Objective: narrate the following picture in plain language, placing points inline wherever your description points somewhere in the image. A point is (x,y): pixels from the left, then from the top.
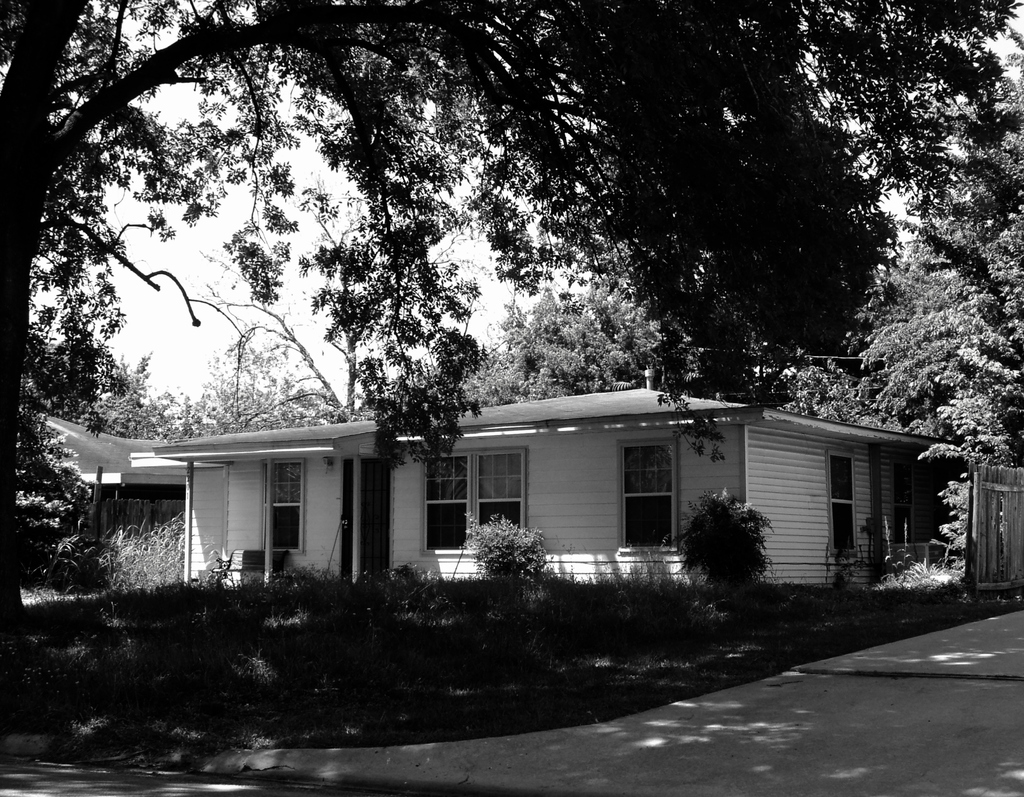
In this image I can see a building (775,506). I can see few plants (551,620) on the ground (439,677). I can see few trees (603,346). At the top (310,232) I can see the sky (198,375).
